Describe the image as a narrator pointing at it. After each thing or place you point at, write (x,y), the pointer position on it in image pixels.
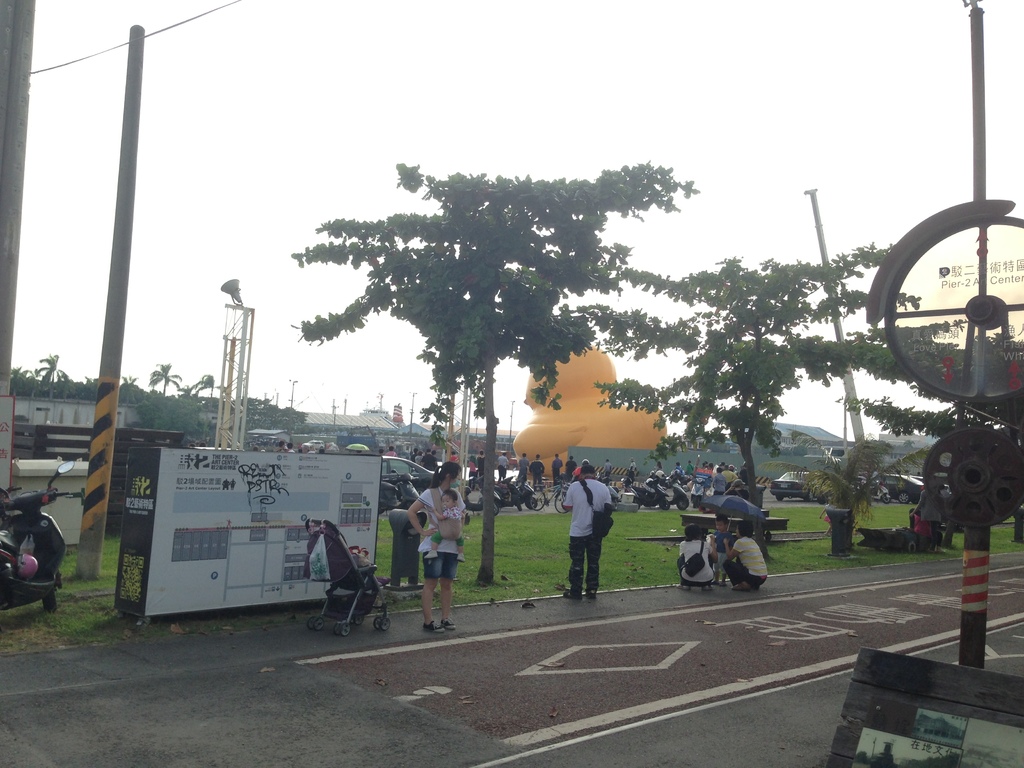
In this picture we can see some people (431,496) are standing and two people (689,554) are in squat position. A woman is carrying a baby (442,518). On the left side of the woman (436,565) there is a stroller (341,566), board (178,546) and a motorbike (45,547). In front of the woman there is a pole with some objects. Behind the woman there is an inflatable object (568,408), poles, trees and there are some vehicles (775,488) on the road (624,488). Behind the inflatable object (549,399), those are looking like houses (379,418). Behind the houses (917,448) there is the sky (301,408).
